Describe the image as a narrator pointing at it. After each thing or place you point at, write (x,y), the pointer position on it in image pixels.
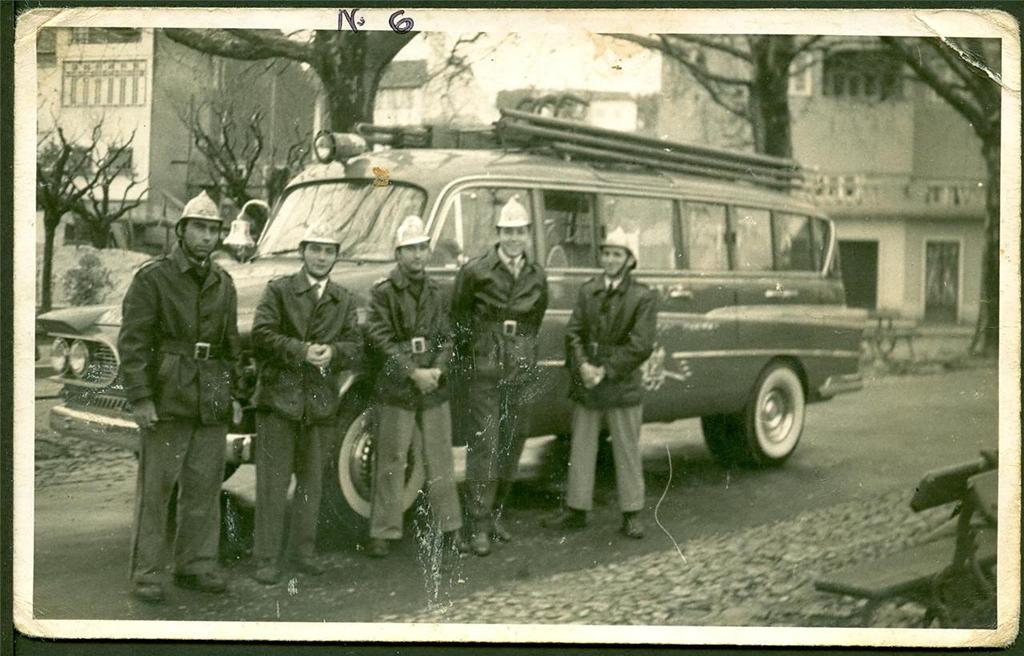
In this image, we can see photo of a picture contains persons (490,320) standing in front of the vehicle (603,222). In the background (278,161), we can see building (193,100) and dry trees (763,84).
